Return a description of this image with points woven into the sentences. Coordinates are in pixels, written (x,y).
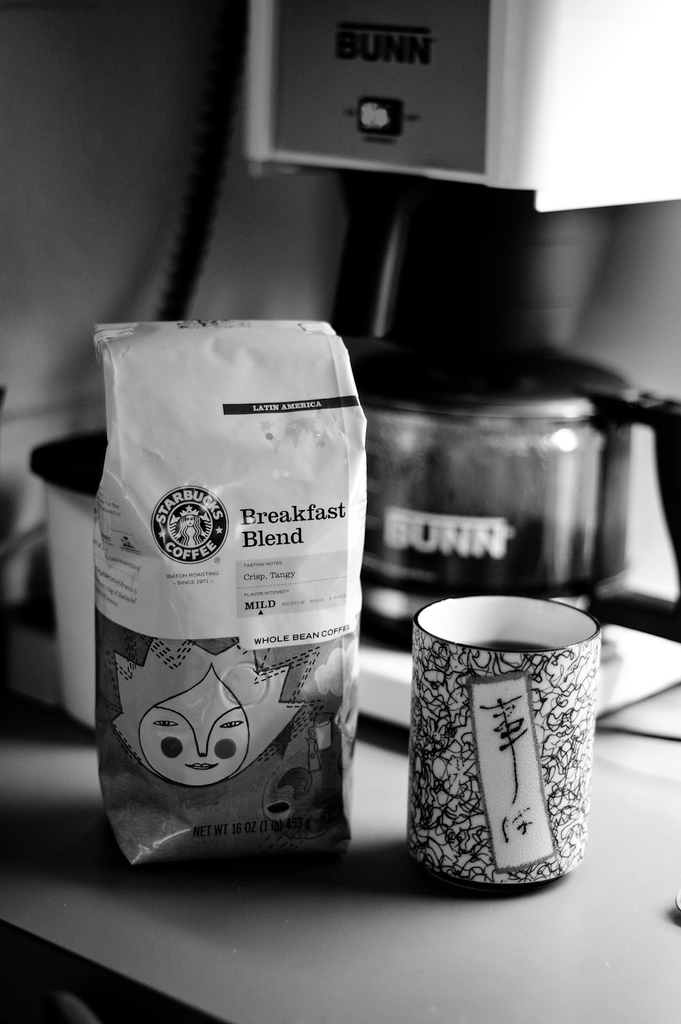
In this image there is a table (439,903) on which there is a packet (165,723). Beside the packet (212,663) there is a cup (482,750) with some liquid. In the background (509,471) there is a vessel (552,475) on the coffee maker (619,643). At the top (394,137) there is some device (343,101). It is the black and white image.
